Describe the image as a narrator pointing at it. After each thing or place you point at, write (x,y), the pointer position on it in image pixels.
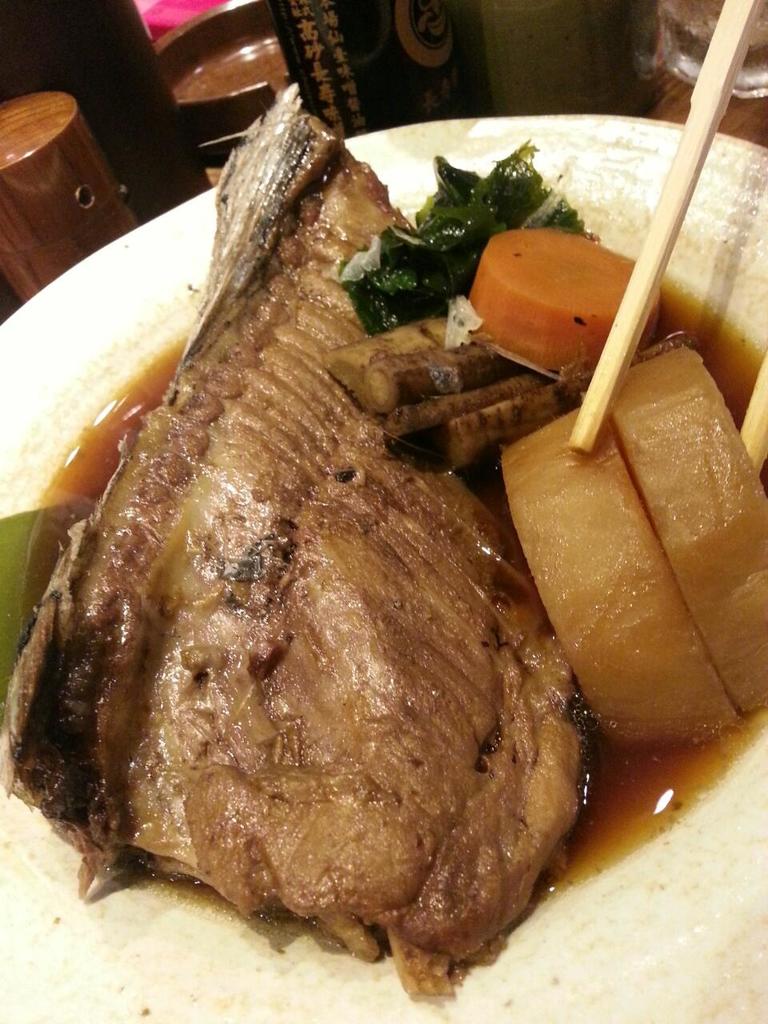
In this image there is a food item (236,339) kept in a white color plate (460,156) as we can see in the middle of this image, and there are some objects (239,95) kept at the top of this image (340,29).
